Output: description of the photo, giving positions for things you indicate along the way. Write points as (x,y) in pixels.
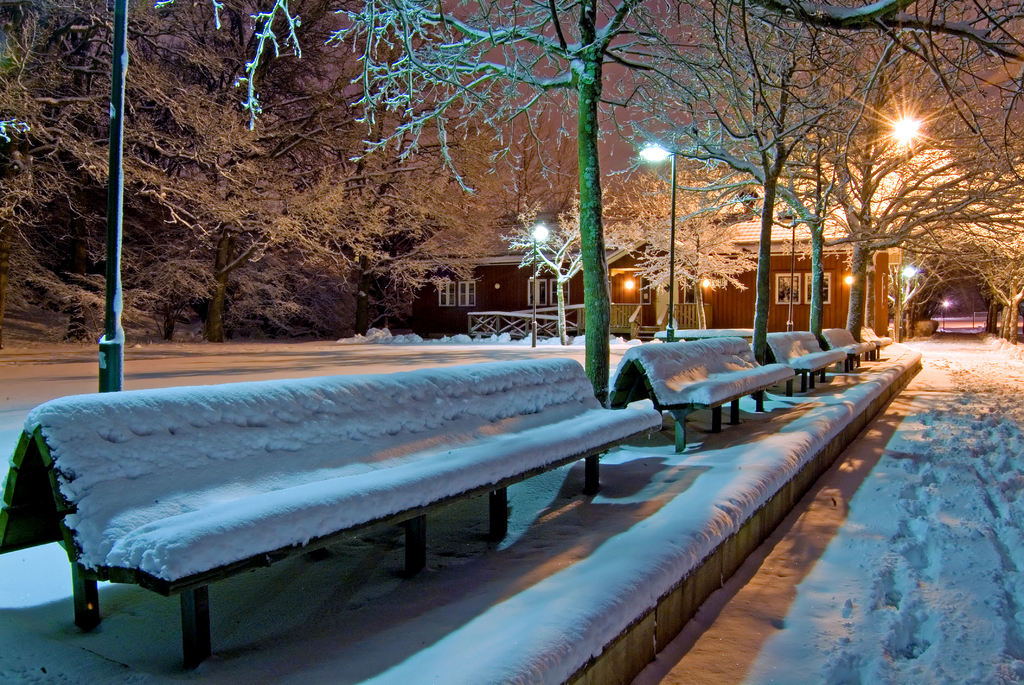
In this image I can see there is a snow (955,435) and there are benches (279,454) covered with snow (664,347). And there is a building (677,307). There are light poles (662,149) and trees (946,298).
